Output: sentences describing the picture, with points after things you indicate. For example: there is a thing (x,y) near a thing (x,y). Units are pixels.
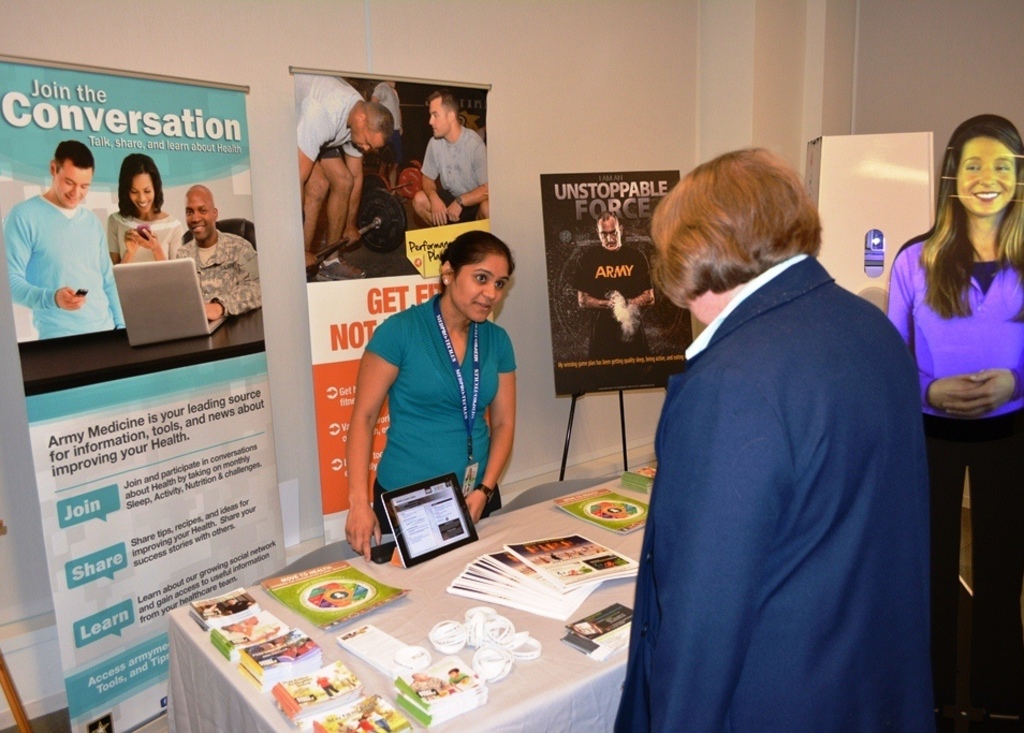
On the left side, there is a woman (382,330) in a t-shirt (421,429), wearing a badge (479,472) and standing in front of a table (550,499), on which there are posters (549,576), a tab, books (311,690) and other objects (400,642). Behind her, there are three posters (390,272) arranged. On the right side (871,564), there is a person (757,407) in a suit (790,666), standing. Beside this person (840,624), there is a woman (954,322) in a purple color top (947,357), smiling and standing. In the background (846,199), there is a white color object (879,173) and there is a wall (649,43).
